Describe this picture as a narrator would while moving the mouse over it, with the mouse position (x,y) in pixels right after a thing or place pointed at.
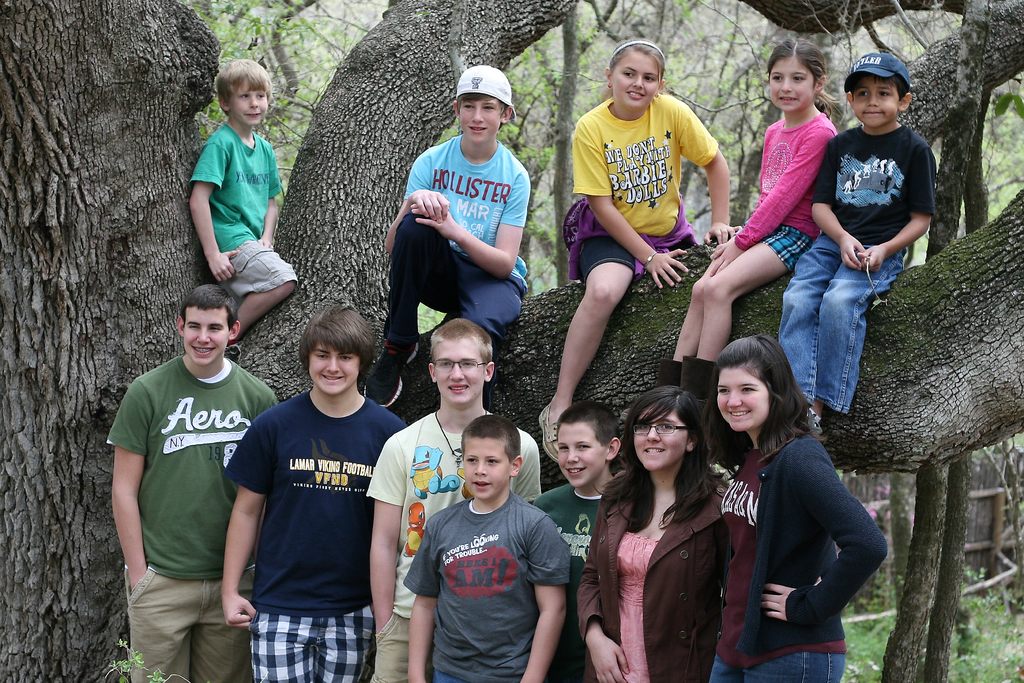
This picture shows few boys (529,535) and girls (608,599) standing and we see few of them are seated on the tree branch (1008,295) and we see trees (601,44) on the back (799,35) and couple of them wore caps (896,70) on their heads (877,83).
